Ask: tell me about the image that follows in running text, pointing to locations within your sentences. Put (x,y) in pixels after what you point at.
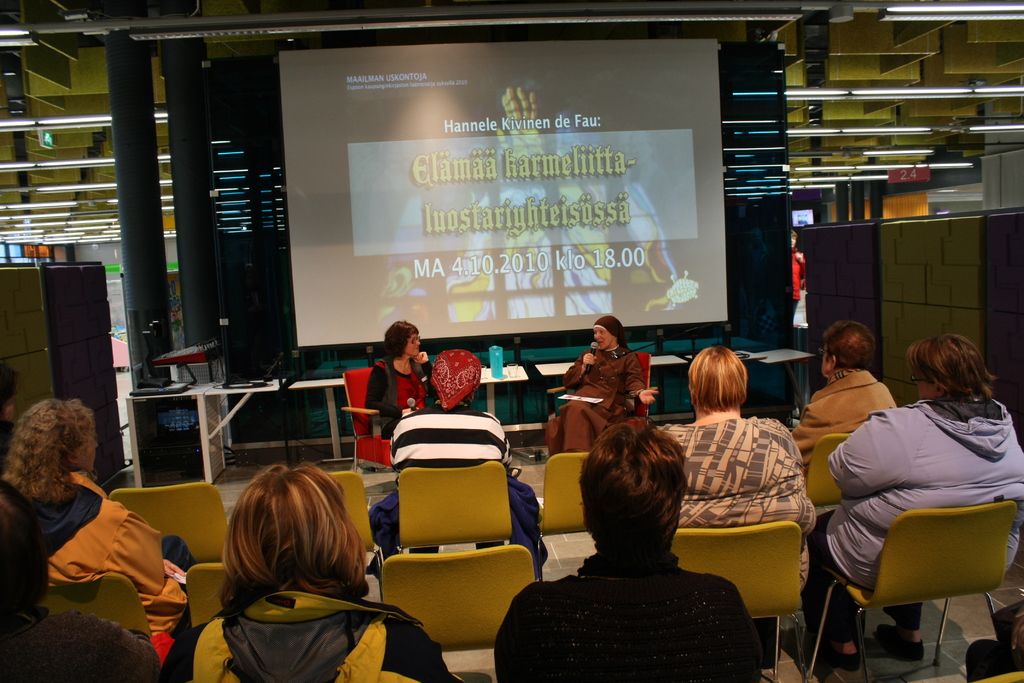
In this picture, There are some people (634,624) sitting on the chairs (929,549) which are in yellow color, In the middle (419,405) there are two persons (383,400) sitting and in the right side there is a woman (608,367) sitting and she is holding a microphone (588,365) which is in black color and she is speaking in the microphone (593,352), In the background (472,85) there is a power point projection (459,91) in white color.
